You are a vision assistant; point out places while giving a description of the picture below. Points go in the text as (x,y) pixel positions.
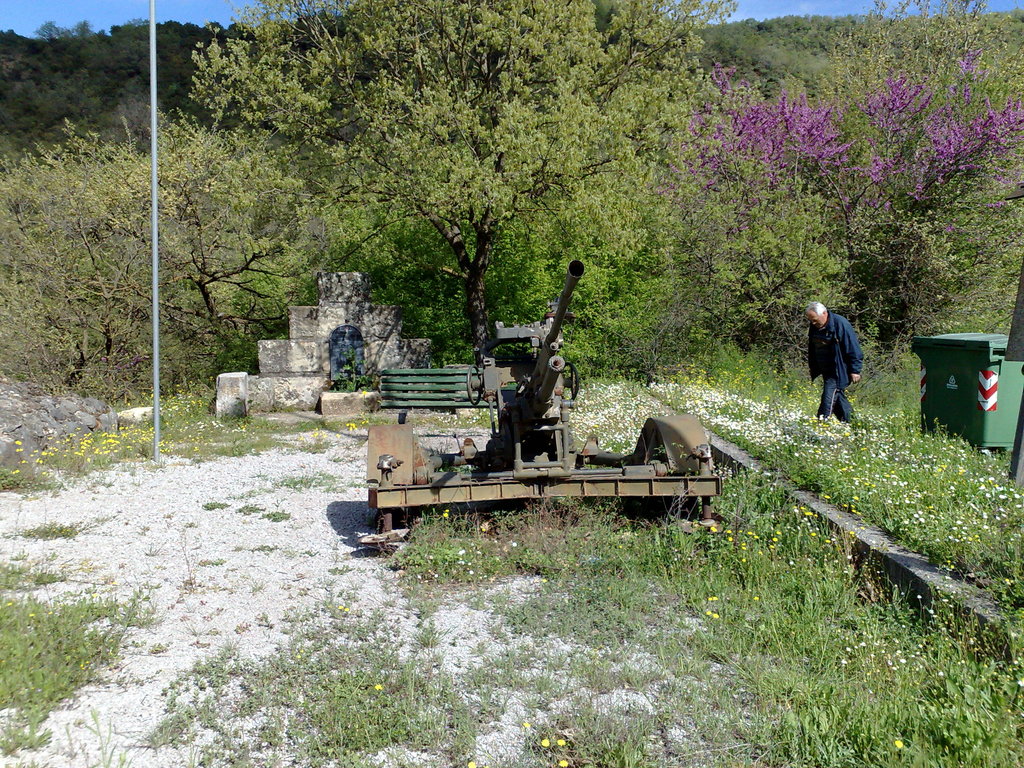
In the center of the image (403,462) there is a weapon (531,489) placed on the ground (482,427). On the right side of the image (822,332) there is a person (821,345) walking on the ground (843,438) and there is a dustbin (973,409). In the background (877,218) there are trees (167,214), bench (404,395), pole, plants (640,338) and sky (786,8).
